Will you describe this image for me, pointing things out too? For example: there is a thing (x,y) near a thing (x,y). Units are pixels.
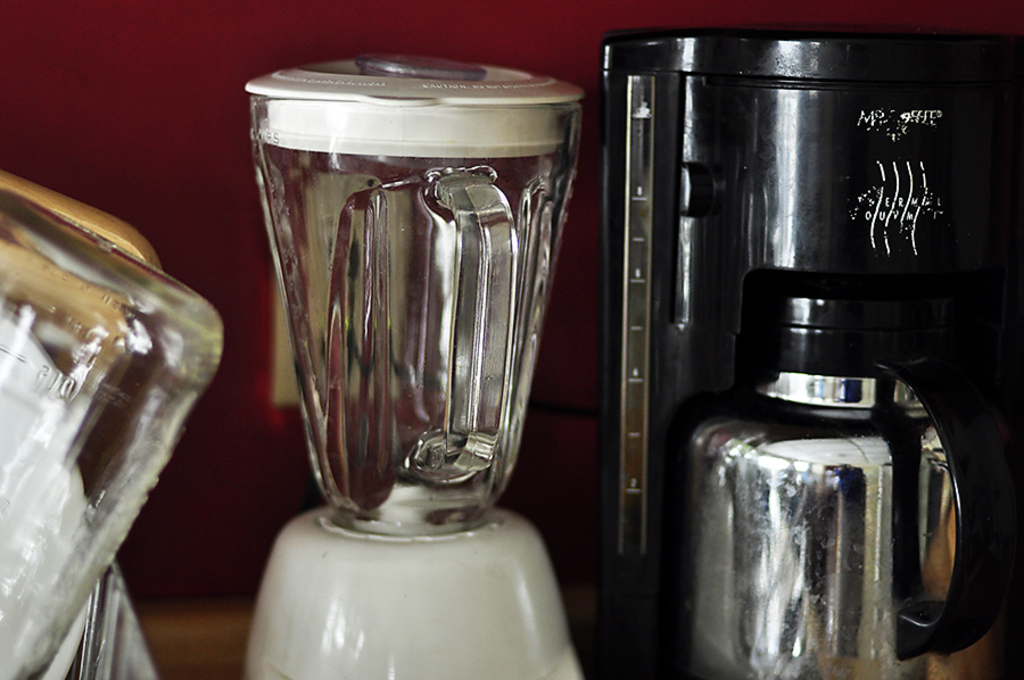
In the image in the center (394,325), we can see jars (333,462), grinder (344,565), flask (807,555) and container (708,275). In the background (90,148) there is a wall (144,161).
